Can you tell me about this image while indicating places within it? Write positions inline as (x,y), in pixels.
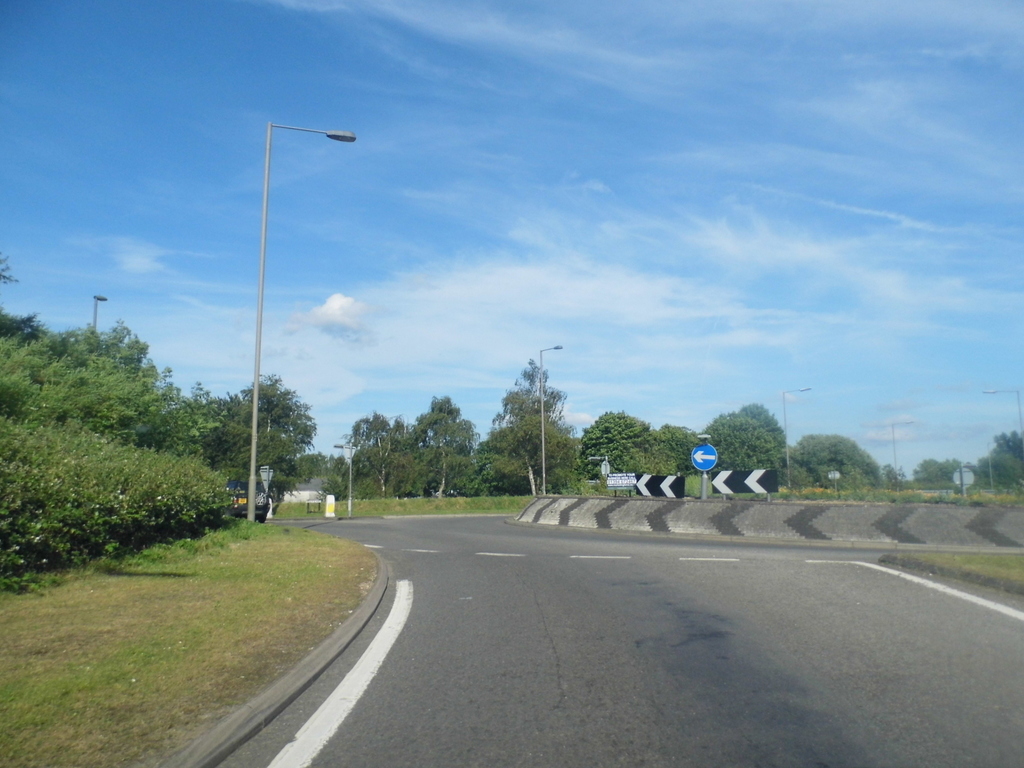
In this picture I can see street lights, trees (240,443), a road (414,626) which has white lines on it and grass (215,597). Here I can see some sign boards (712,450) and the sky (673,335) in the background (663,311).
